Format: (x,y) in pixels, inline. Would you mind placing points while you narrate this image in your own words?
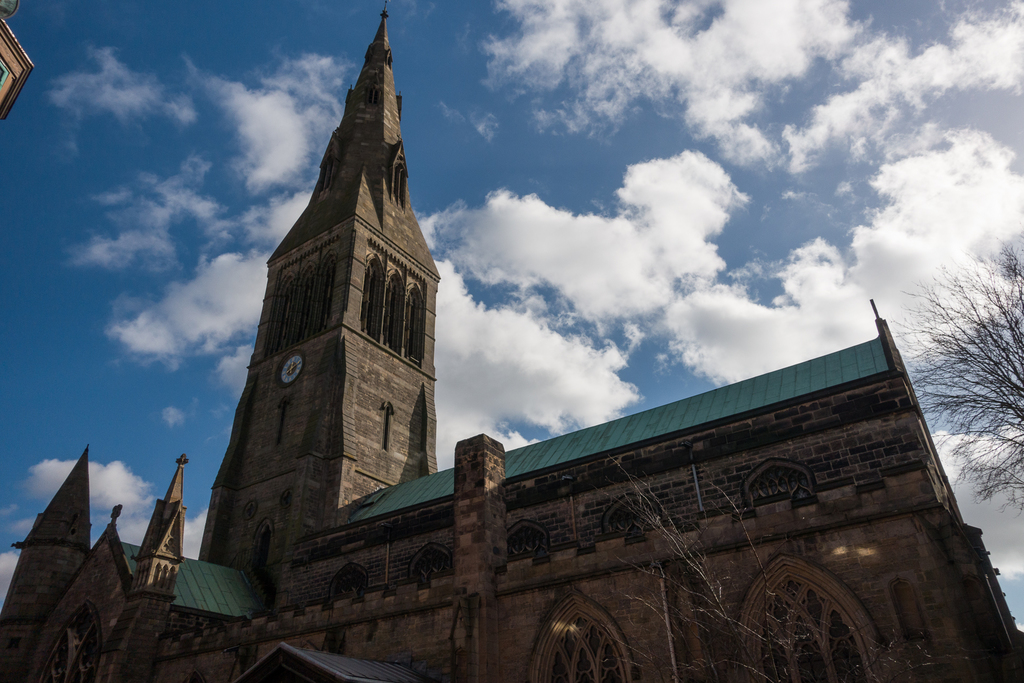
In the image we can see there is a clock tower building (352,484) and there are trees (707,618). There is a cloudy sky (562,228).
